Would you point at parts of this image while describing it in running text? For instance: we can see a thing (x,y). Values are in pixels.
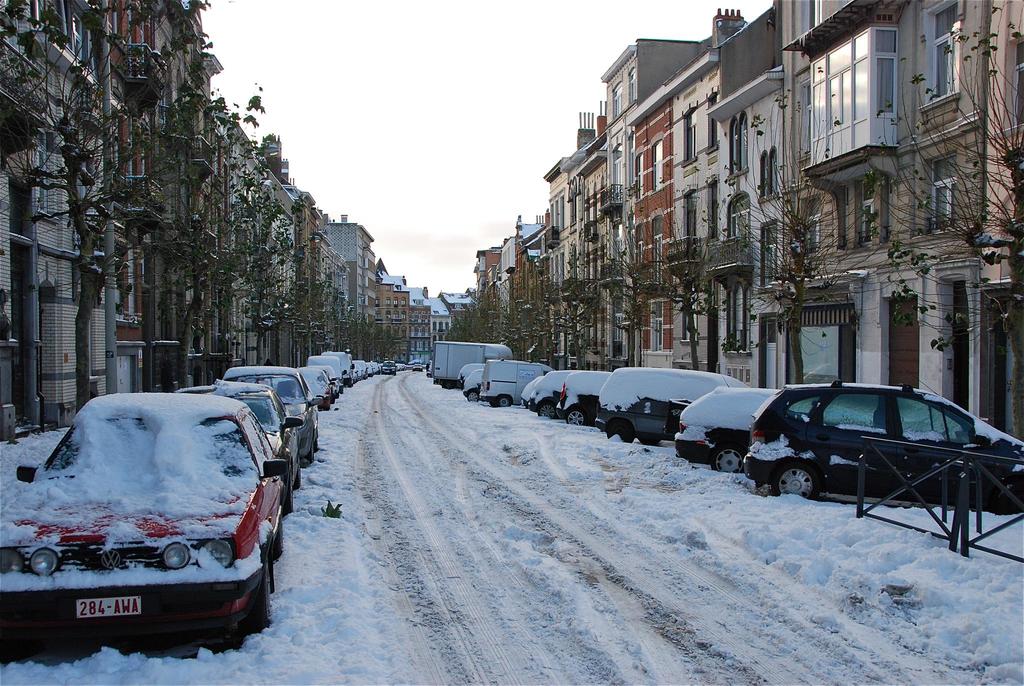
In this image we can see a road (454,487) covered with snow (381,550). On the sides of the road (357,485) there are vehicles (254,408). On the vehicles (311,442) there is snow (563,384). On the sides there are trees (222,296) and buildings (710,153) with windows (658,167). In the background (446,123) there is sky (457,116).
